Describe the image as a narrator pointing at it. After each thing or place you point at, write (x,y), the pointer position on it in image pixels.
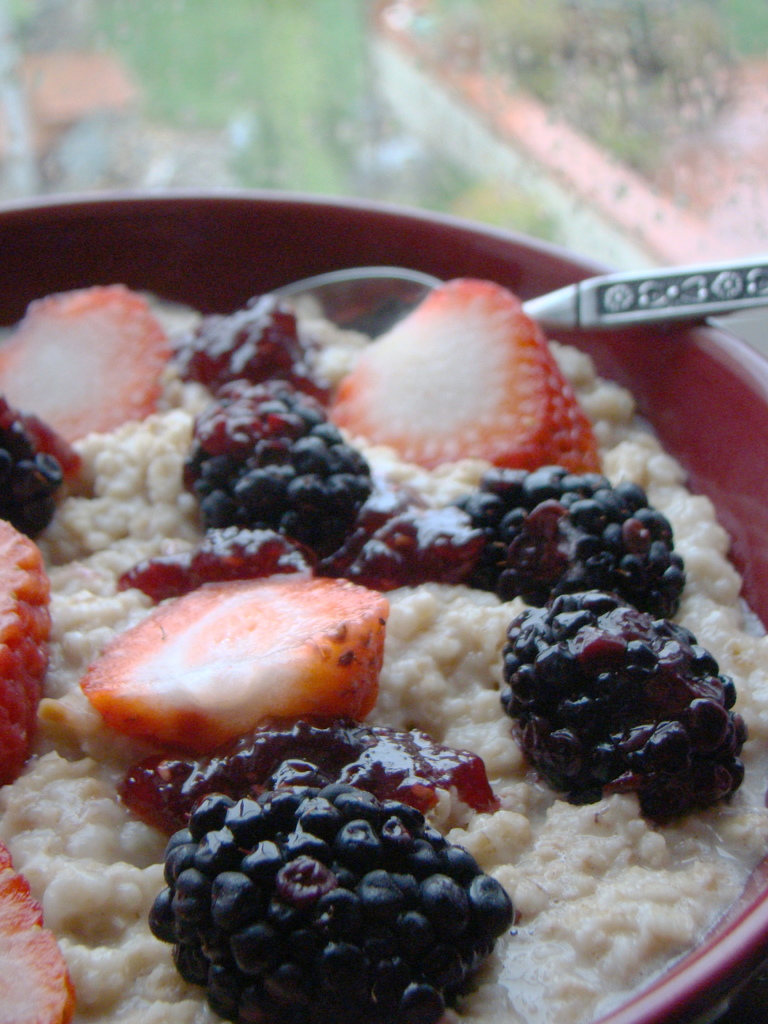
In this picture we can see food (377,714) and a spoon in the bowl (438,241), we can see blurry background (415,140).
